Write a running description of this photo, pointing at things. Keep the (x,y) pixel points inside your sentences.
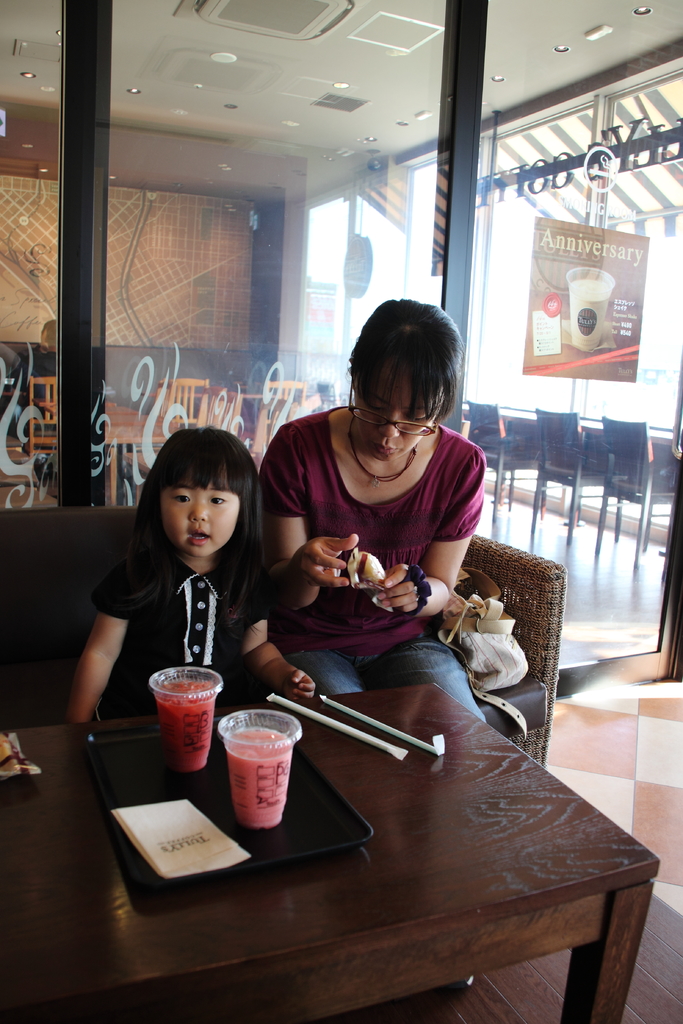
In the image we can see there are two people (234,583) who are sitting on sofa (508,586) in front of them there is a table (26,839) on which in a tray (171,770) there are two juice glasses (239,773) beside it there are two straws (356,715) and at the back (632,270) on the door (528,259) it is written "Anniversary".
